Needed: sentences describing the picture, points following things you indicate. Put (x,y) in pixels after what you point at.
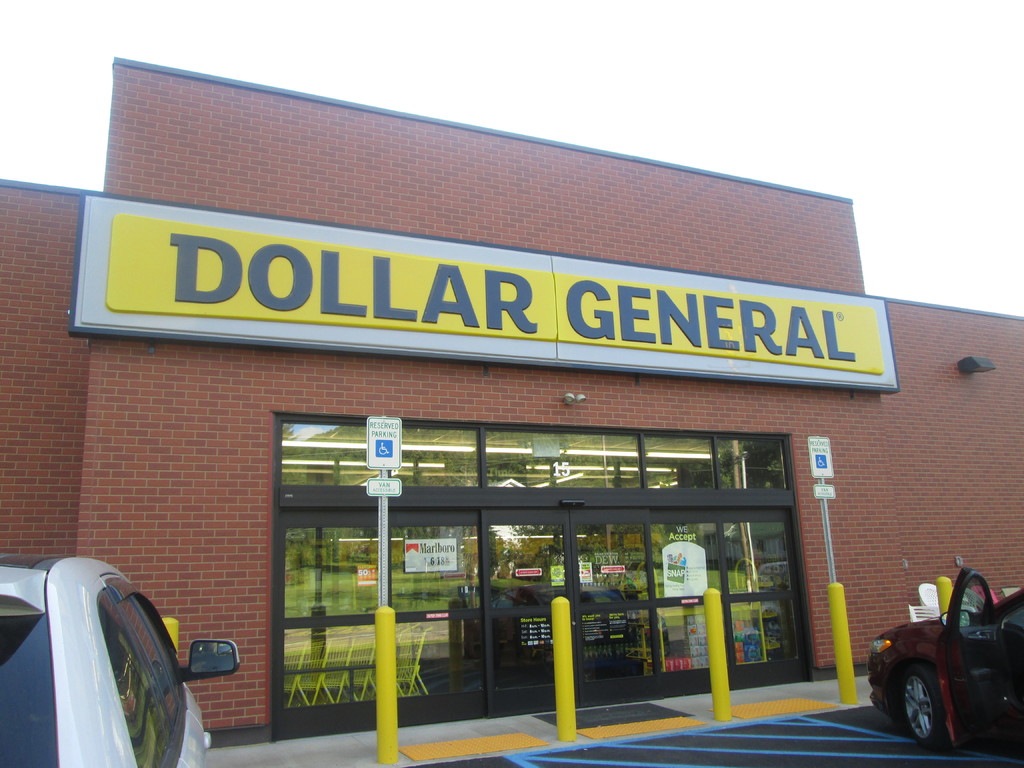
There is a store (656,440) and in front of the store (318,677) there are two cars (1008,653) parked on a road (748,735), the wall (15,347) of the store (633,445) is made up of bricks (140,443).
